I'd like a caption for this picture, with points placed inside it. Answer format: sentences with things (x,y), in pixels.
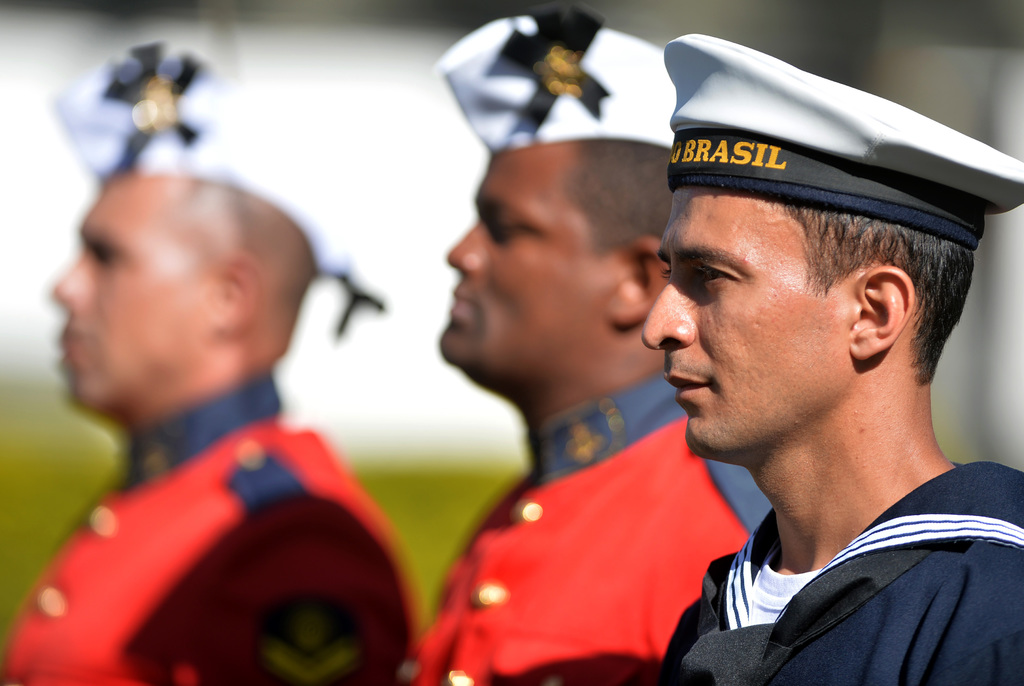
There are three persons (714,481) standing in the middle of this image (641,289) and wearing a white color caps (589,128).
